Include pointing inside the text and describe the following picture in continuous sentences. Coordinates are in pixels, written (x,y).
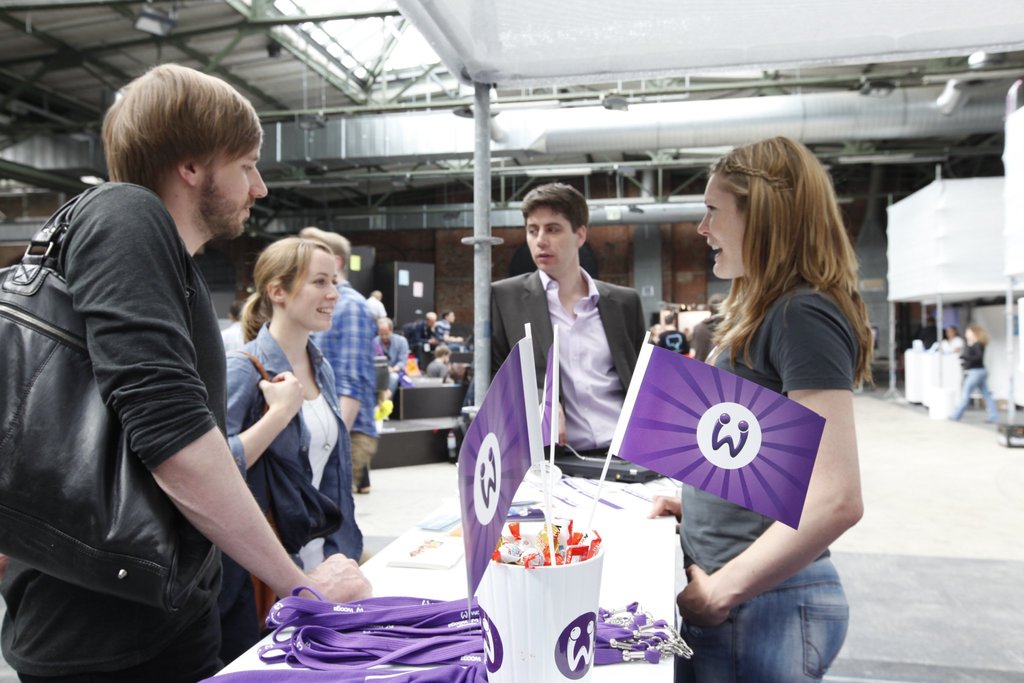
On the bottom (844,480) there is a woman (808,331) who is wearing black t-shirt (808,361) and jeans (794,635). She is standing near the table (615,560). On the table (643,529) we can see flag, bowl (579,586), chocolate (581,550), papers (573,499) and other objects (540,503). On the right (980,383) background (939,323) we can see other woman (971,370) who is standing near to the pole (1012,326). On the left (234,122) there is a man (168,218) who is wearing black dress (167,625) and holding a bag (13,441). Beside her we can see a woman (299,429) who is smiling. In the back (388,339) we can see group of persons (426,320) sitting on the chair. On the top (466,87) we can see roof (399,96) of the building (313,95).
